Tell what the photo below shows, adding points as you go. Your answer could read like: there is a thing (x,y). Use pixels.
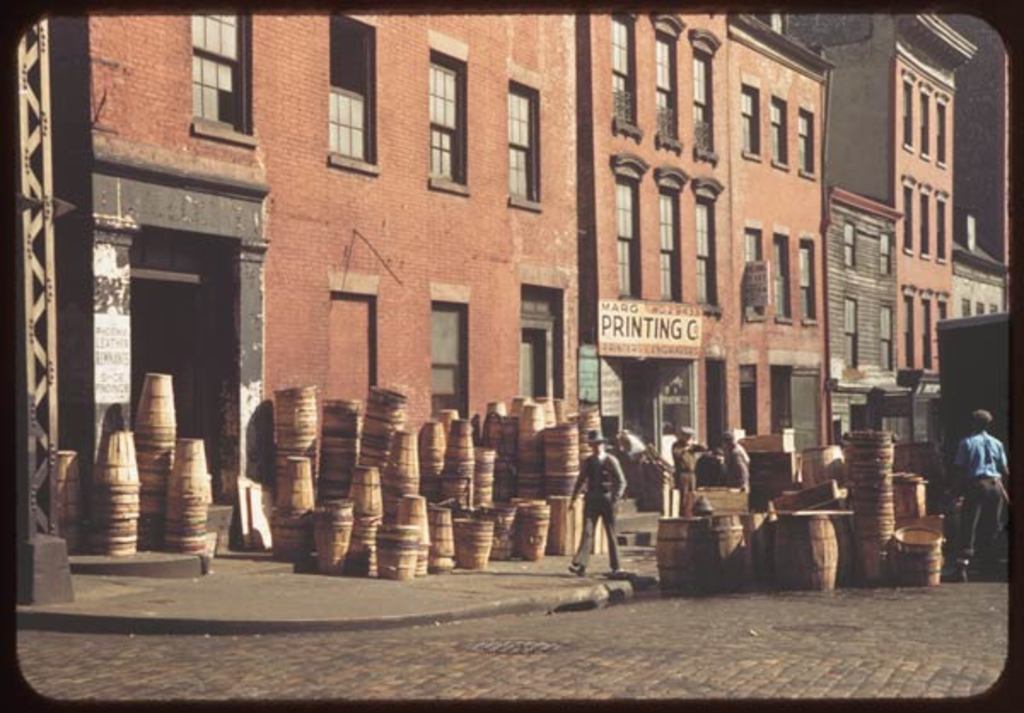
In this image I can see the road (630,673), the sidewalk (477,615) and wooden objects (432,474) which are brown in color on the ground (376,607). I can see few persons (700,474) standing, few buildings (555,283) which are brown in color, few windows (784,245) of the building (875,141) and a board (673,358).
